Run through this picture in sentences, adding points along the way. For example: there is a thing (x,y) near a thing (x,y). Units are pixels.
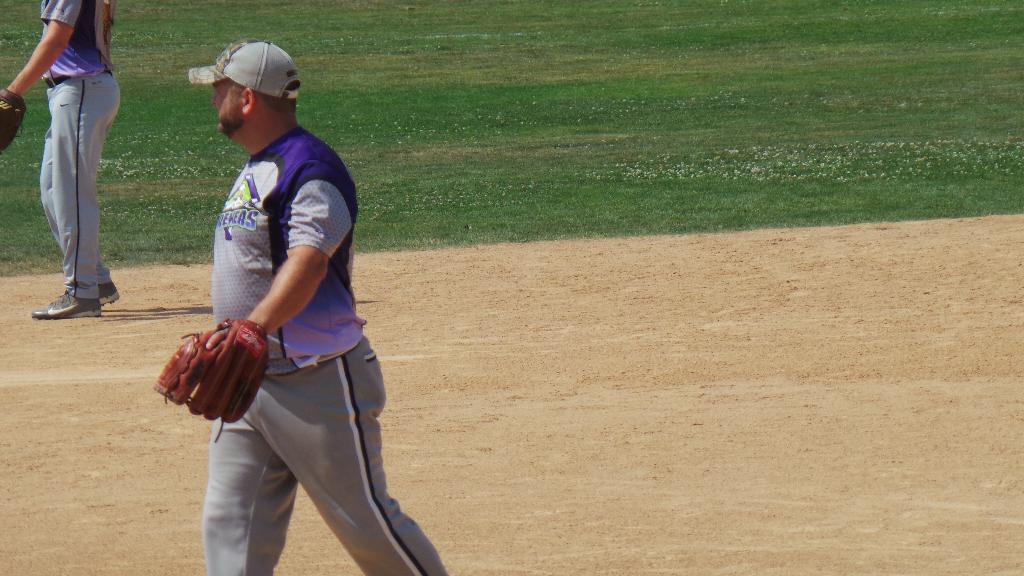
In this image we can see the view of a playground (619,216), there is a man (292,324) walking towards the bottom of the image (310,401), he is wearing a cap (236,74), he is wearing a glove (240,371), there is a person (78,146) towards the top of the image (79,171), there is grass (592,144) towards the top of the image (570,124).
